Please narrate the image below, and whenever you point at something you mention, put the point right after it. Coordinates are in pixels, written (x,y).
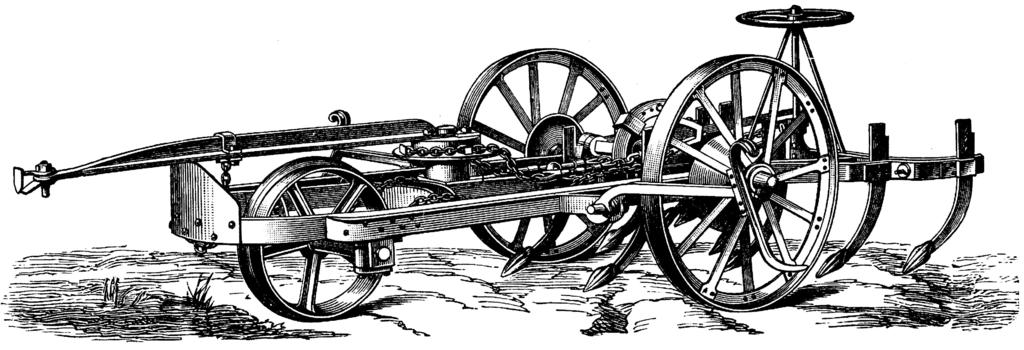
This image is a painting. In this we can see a cart (451,192).
